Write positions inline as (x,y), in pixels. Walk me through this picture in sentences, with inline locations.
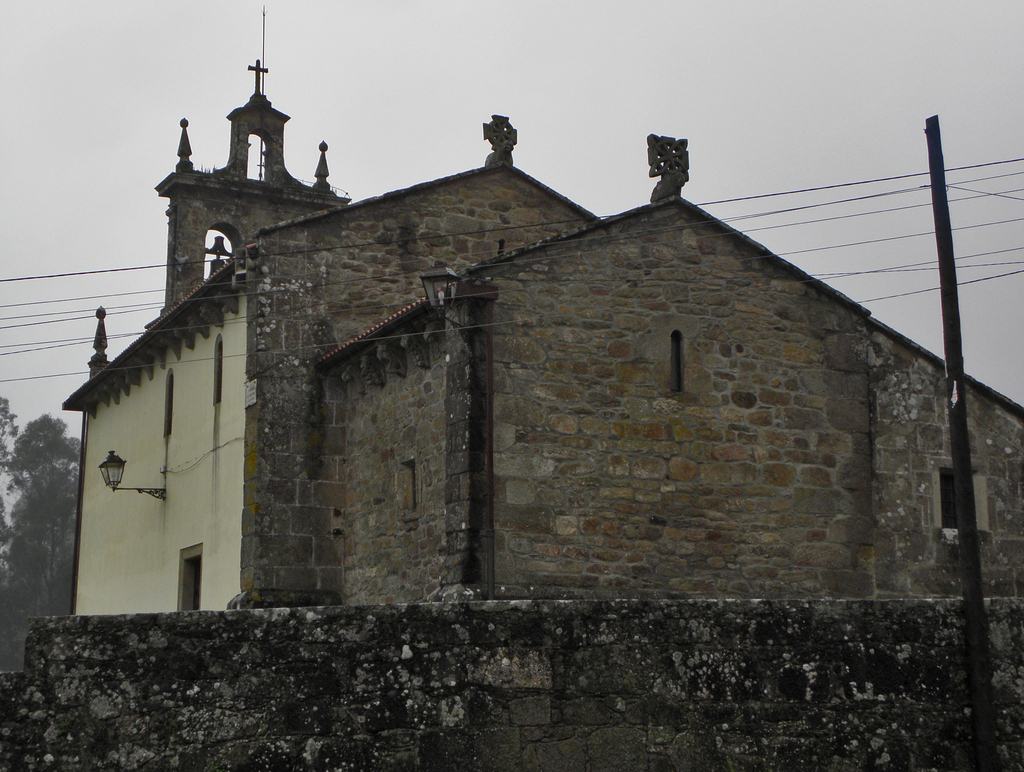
In this picture we can see a building (592,431), in front of the building (868,425) we can find few cables (1014,197) and a pole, in the background (70,468) we can see few trees (29,446).
